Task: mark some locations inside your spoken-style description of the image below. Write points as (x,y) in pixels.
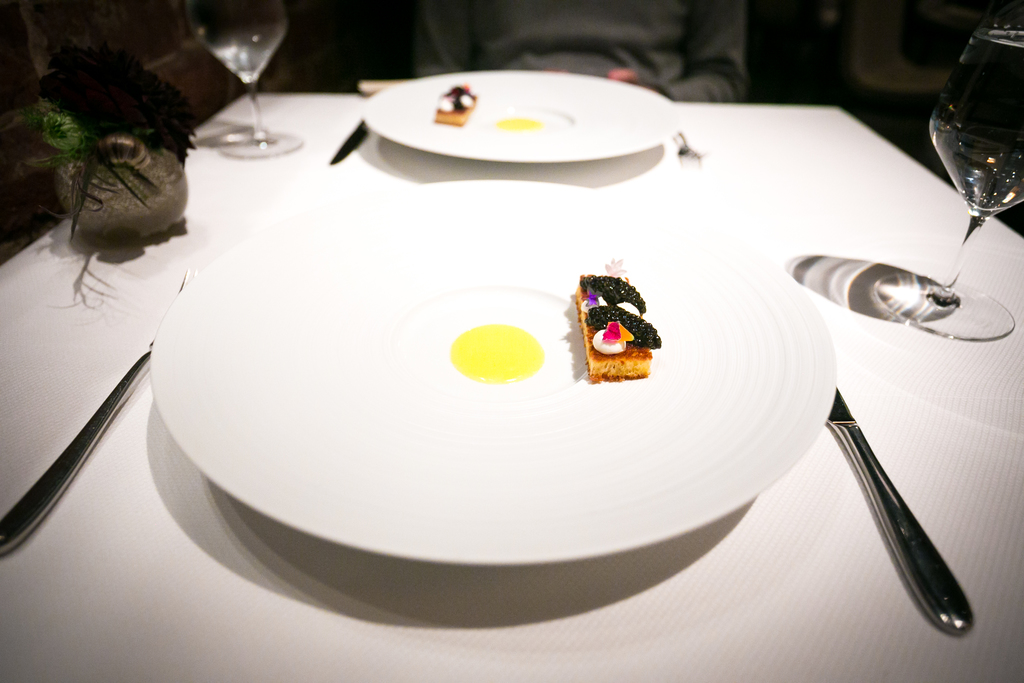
In this picture we can see table (304,164) and on table (356,102) we have plate (546,90), glass (242,42), knife (871,501), fork (137,371), some food (644,322) on the plate (540,298).
